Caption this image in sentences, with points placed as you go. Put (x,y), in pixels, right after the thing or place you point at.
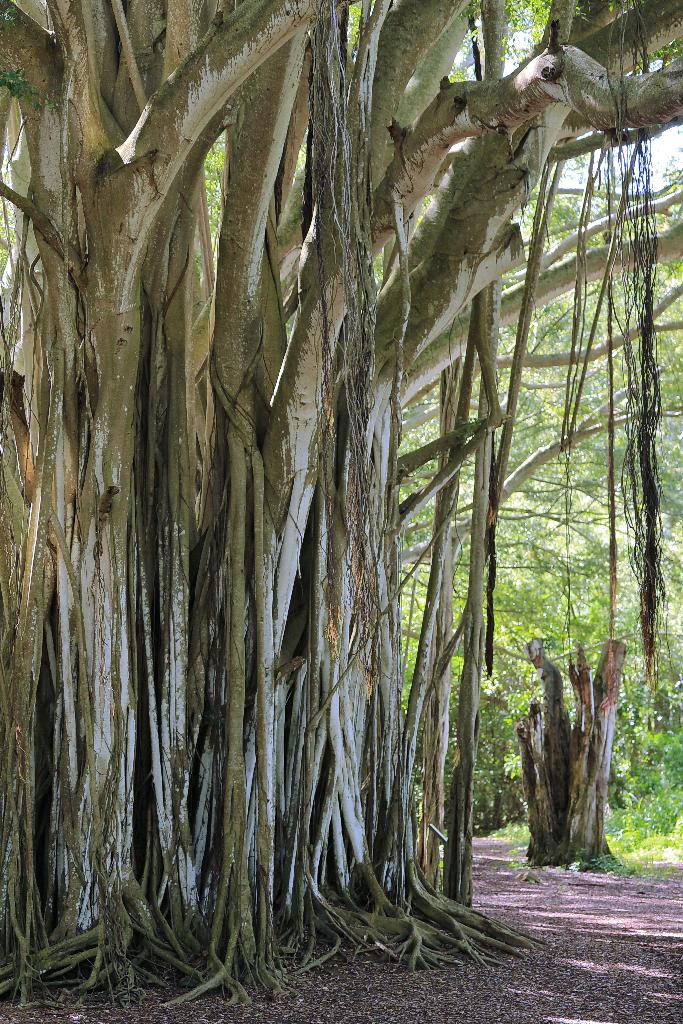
In the foreground of this image (271,459), there is a tree trunk (273,515) and roots (630,233) hanging. In the background (571,546), there is another trunk (566,740) and the trees (613,752).
